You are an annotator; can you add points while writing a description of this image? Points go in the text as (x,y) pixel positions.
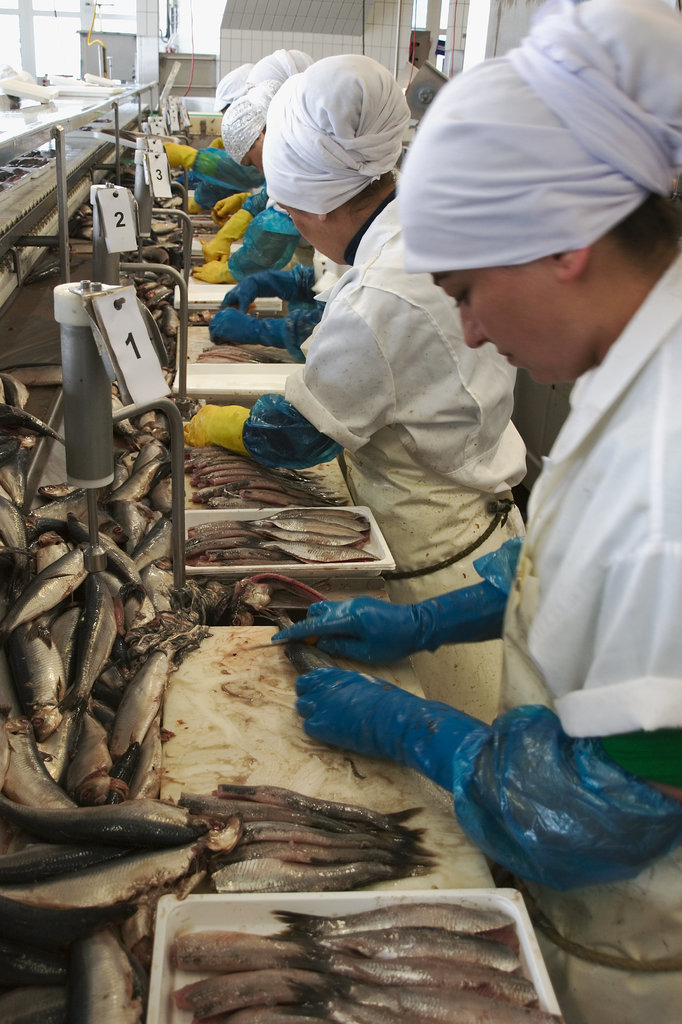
Here I can see many fishes (262,539), trays (267,515) and some other objects (179,529) placed on a table (156,595). On the right side (563,607) few people (467,503) are wearing aprons (680,911), gloves (413,746) to their hands (366,622) and standing. It seems like they are cutting the fishes (312,536). In the background (408,18) there are few tables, pillars (147,5) and a wall (340,22).
